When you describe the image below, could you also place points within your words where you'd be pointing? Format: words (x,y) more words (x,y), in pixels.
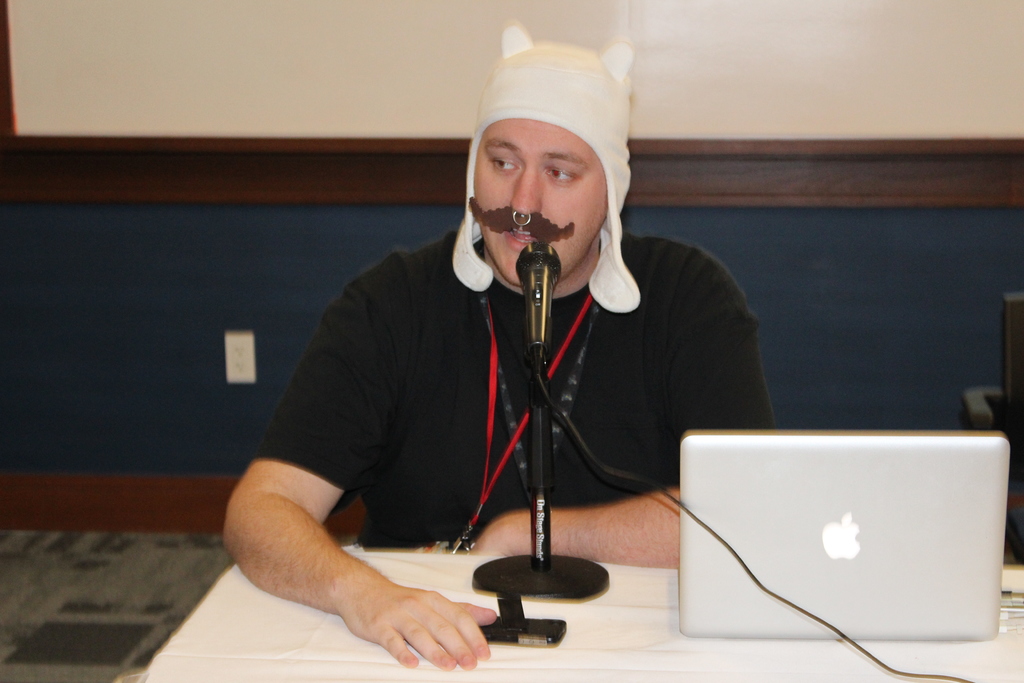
On this table (569,620) there is a mobile (538,620), mic (551,583) and laptop (810,510). In-front of this table (477,563) there is a person (520,304). Background (310,80) there is a white, brown and blue wall (185,193).
